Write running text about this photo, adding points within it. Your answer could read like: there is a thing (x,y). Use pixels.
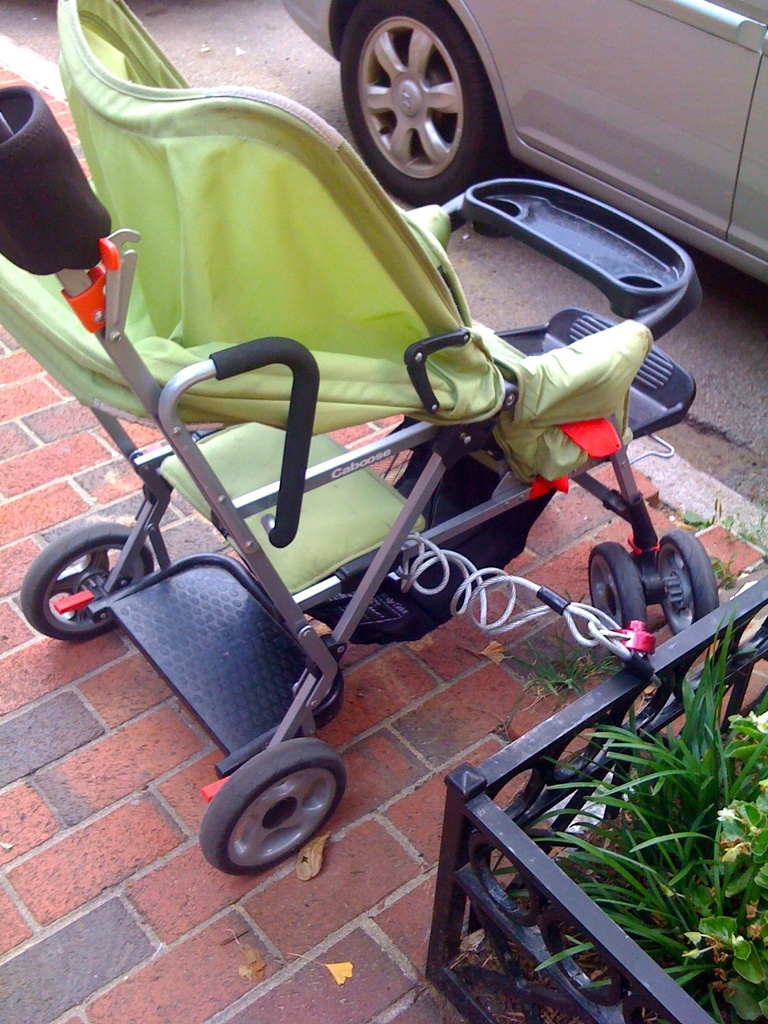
In this image I can see the sidewalk (132,913) and on the sidewalk (171,962) I can see a baby stroller (361,415), few plants (691,838) and the black colored metal rods (473,844). I can see the road (244,52) and on the road (244,33) I can see a car (378,68) which is grey in color.
